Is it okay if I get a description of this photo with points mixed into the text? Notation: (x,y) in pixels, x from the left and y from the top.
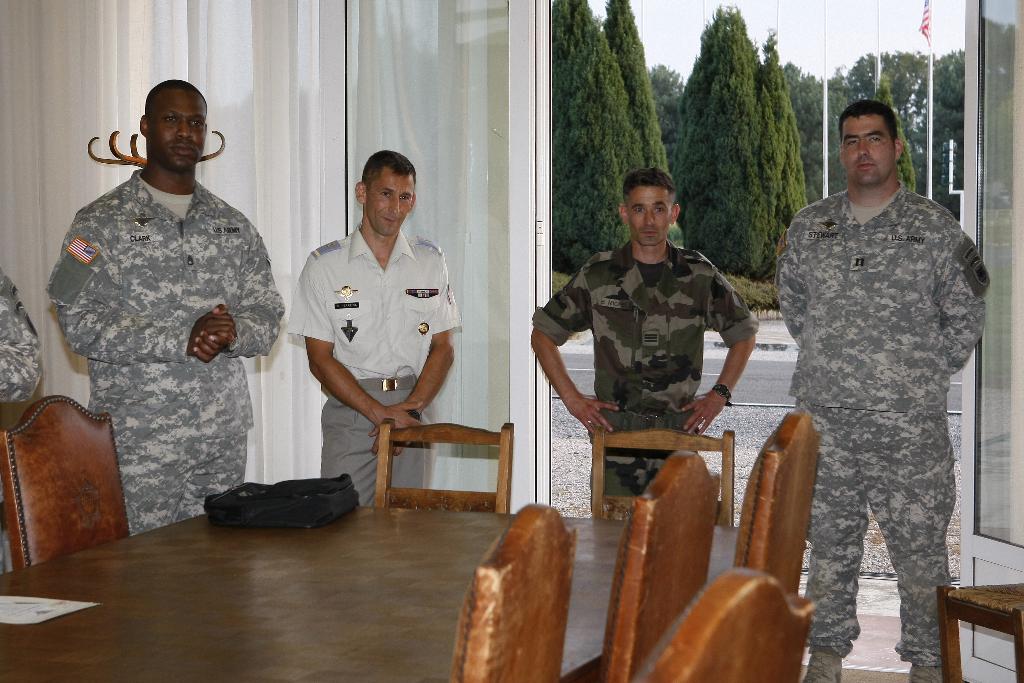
In the picture I can see people (421,454) are standing on the floor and wearing uniforms (610,344). I can also see chair (515,672) and a table (330,537) which has some objects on it. In the background (671,230) I can see trees (779,206), curtains (468,233), the sky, a flag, poles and some other objects (530,466).
